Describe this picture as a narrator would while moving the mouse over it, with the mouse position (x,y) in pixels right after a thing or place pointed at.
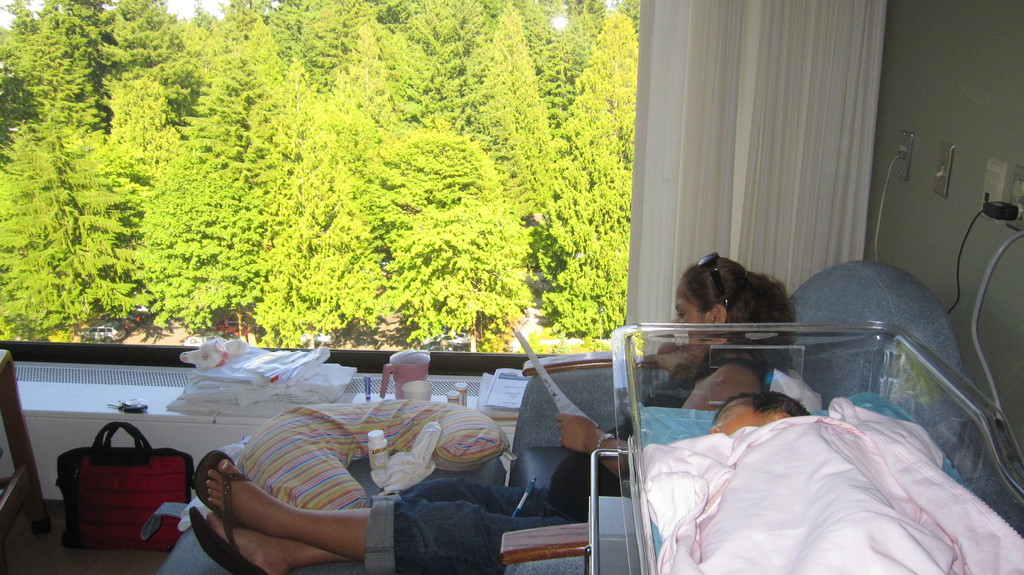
Picture inside of a room (413,503). This woman (468,515) is sitting on a couch (536,417) and holding paper (573,402). Beside this woman (650,363) in a cradle (647,415) a baby (746,418) is sleeping. On floor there is a bag (112,476). This is cup (417,388). These are books (514,402). Outside of this window (357,265) we can able to see trees (82,254) and vehicles (109,329). These are sockets (912,155) with cables (995,210). This is a curtain (758,149). Beside this bag (90,488) there is a table (41,493).
